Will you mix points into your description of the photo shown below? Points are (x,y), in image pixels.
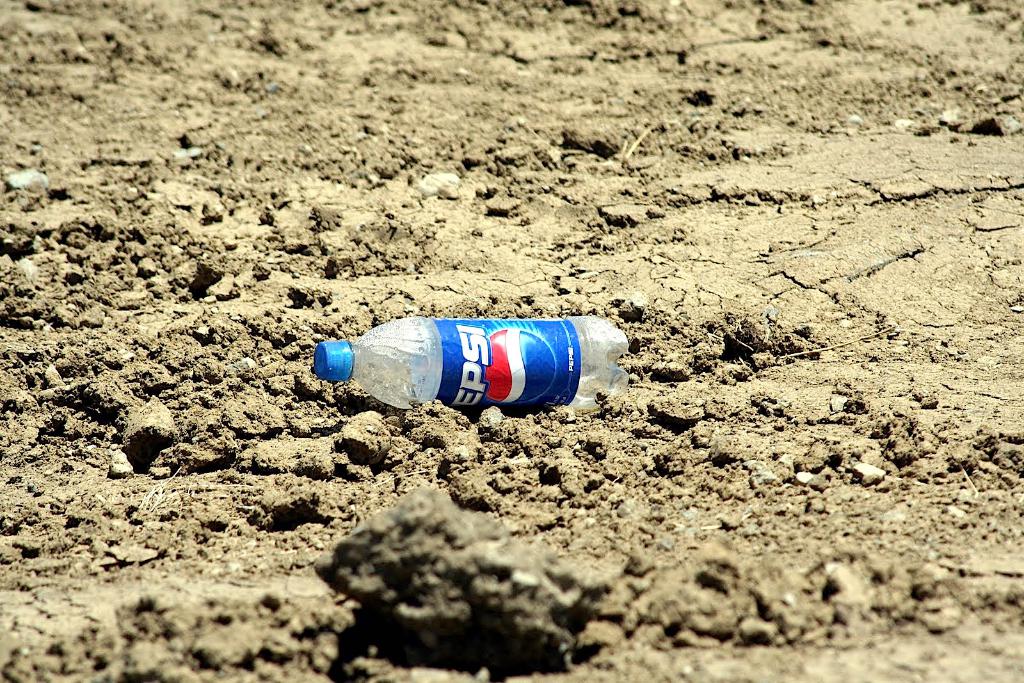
In this image we can see a bottle (330,360) on the ground (592,426).
